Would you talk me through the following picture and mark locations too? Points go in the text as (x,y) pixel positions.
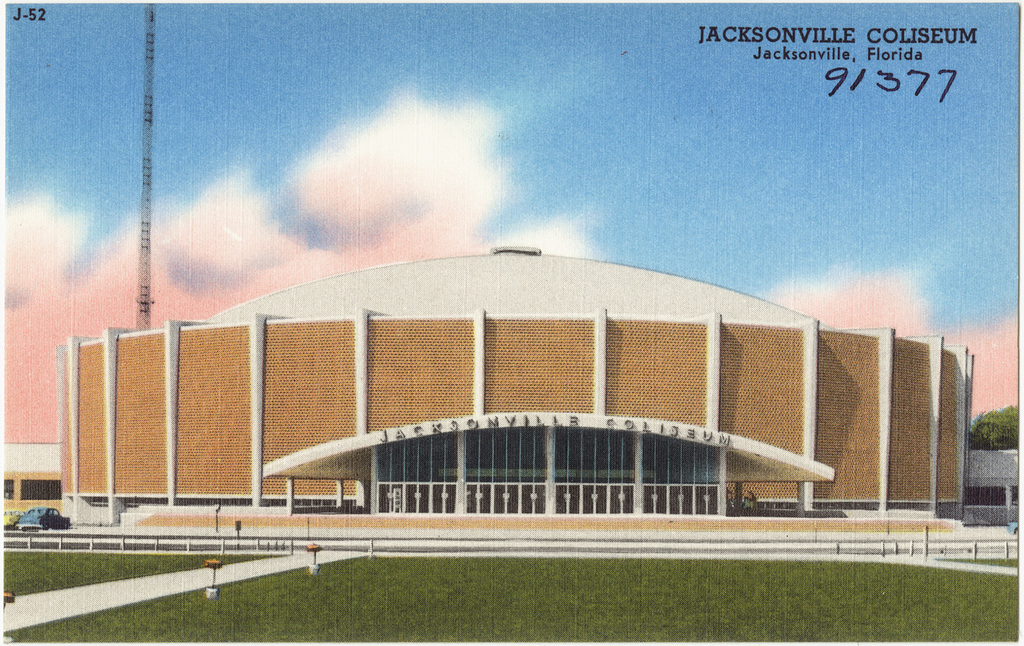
This is a picture and here we can see a building (448,413) and there is a car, railings (209,542), some poles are also there. In the background (140,283), there is a tower (141,264) and we can see some trees (982,415). At the top (425,141), there are clouds (415,133) and we can see some text (827,55) written. At the bottom (436,609), there is ground (436,609).
